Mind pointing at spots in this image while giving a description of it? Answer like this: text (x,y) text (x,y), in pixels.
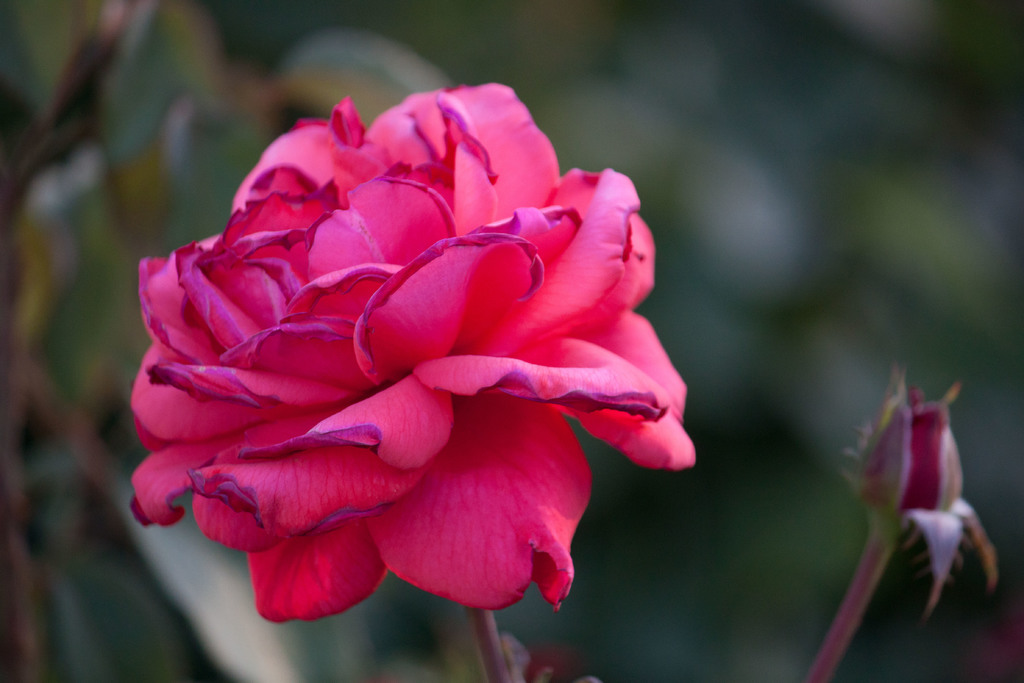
This image is taken outdoors. In this image the background (760,512) is a little blurred. In the middle of the image (401,341) there is a red rose (322,318) and there is a bud (918,482).
